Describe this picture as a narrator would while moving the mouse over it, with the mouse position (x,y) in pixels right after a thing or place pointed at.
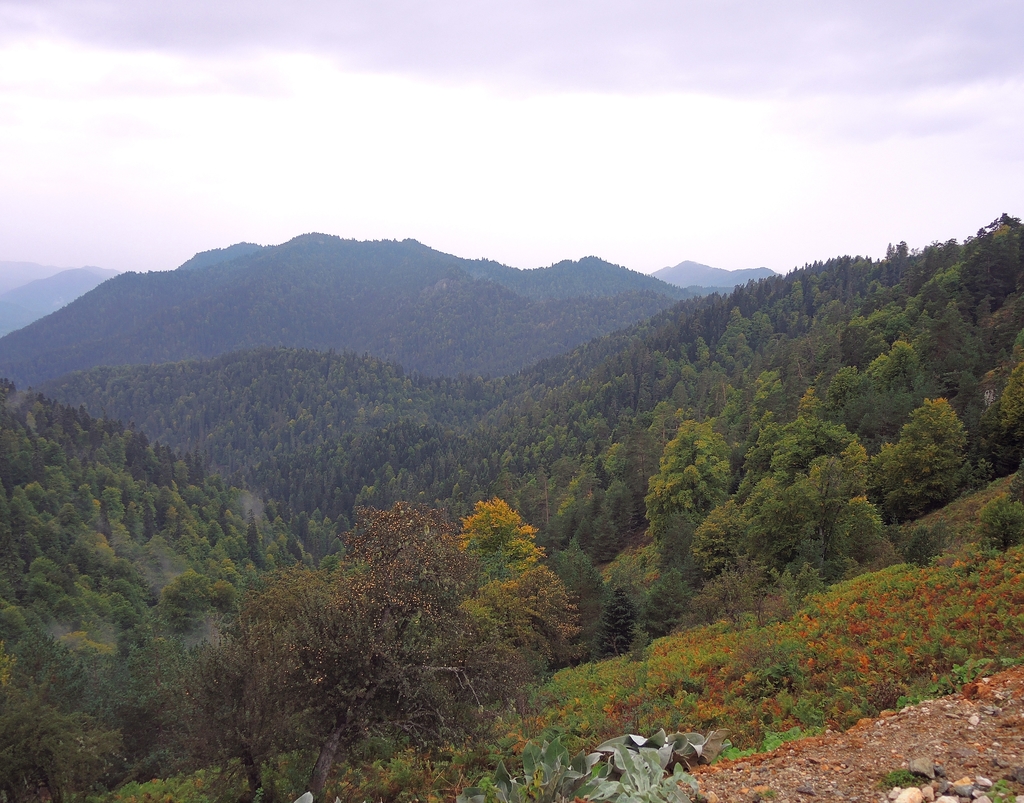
In this picture I can observe trees (248,345). In the background (409,316) there are hills (384,290) and some clouds (341,144) in the sky (342,129).
